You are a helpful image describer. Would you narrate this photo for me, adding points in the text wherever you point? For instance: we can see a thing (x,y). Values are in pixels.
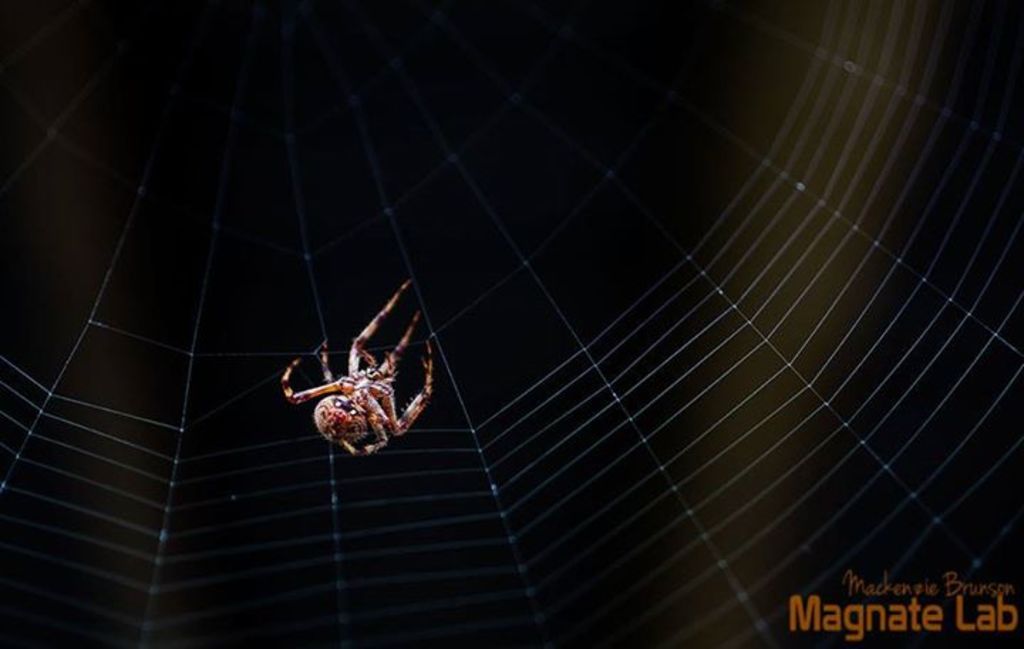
In this image I can see a spider (351,406) along with the spider web (912,496). On the right bottom of the image (906,618) I can see some text (865,614).
